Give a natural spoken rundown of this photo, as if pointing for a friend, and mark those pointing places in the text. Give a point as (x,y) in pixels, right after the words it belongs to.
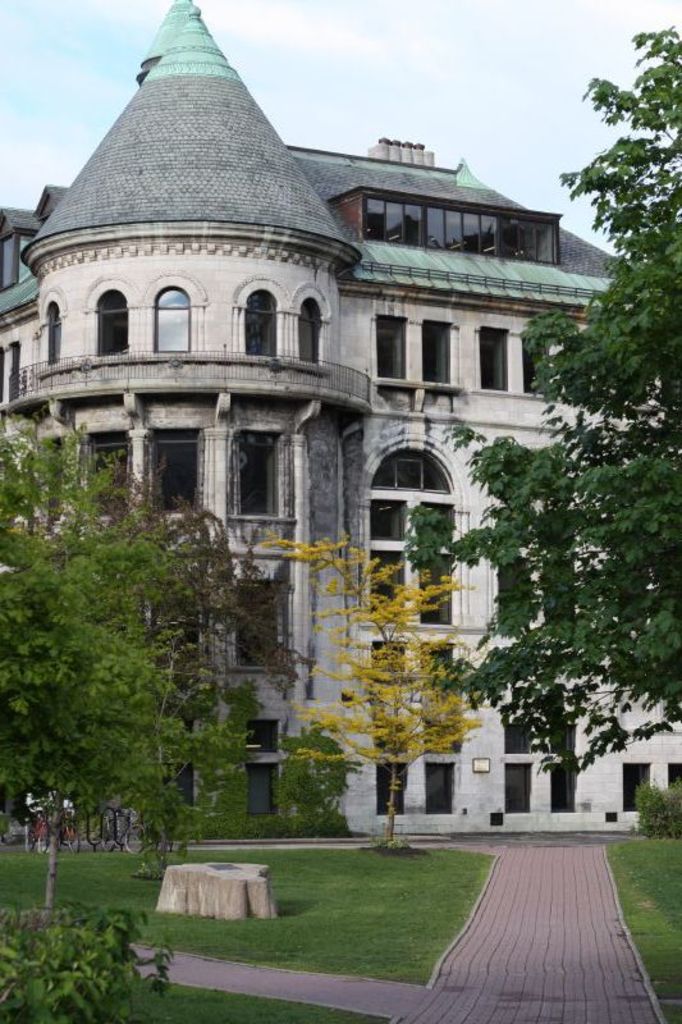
In this image I can see the path (532,976), some grass (407,958) on the ground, few trees (469,681), few bicycles (129,819) and a building (278,504) which is cream, black and green in color. In the background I can see the sky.
